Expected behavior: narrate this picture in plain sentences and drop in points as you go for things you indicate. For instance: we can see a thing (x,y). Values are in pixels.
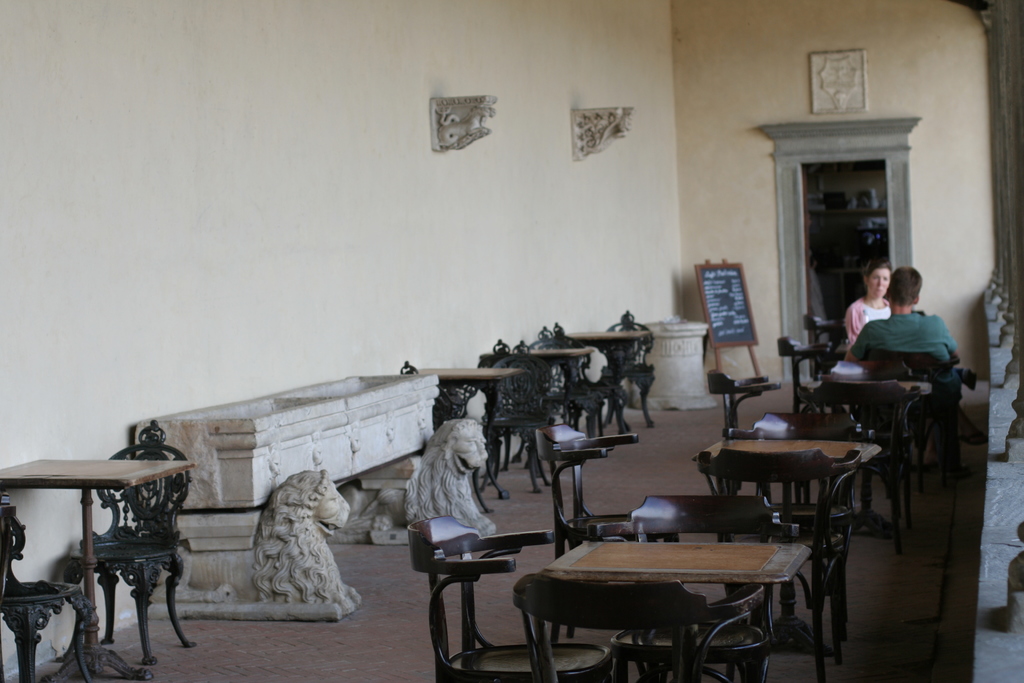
In this picture there is a man (922,345) who is wearing t-shirt (944,350), trouser (946,406) and shoe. He is sitting on the chair (936,359), beside him there is a woman (861,303) who is wearing pink jacket (856,316) and white t-shirt (880,310). She is sitting near to the door (860,256). Behind her there is a blackboard (744,318) near to the wall (674,259). At the bottom (505,668) I can see many wooden chairs (615,651) and tables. In the bottom left (250,551) there are two lions statue (260,527) which is kept near to the wall (48,542).
